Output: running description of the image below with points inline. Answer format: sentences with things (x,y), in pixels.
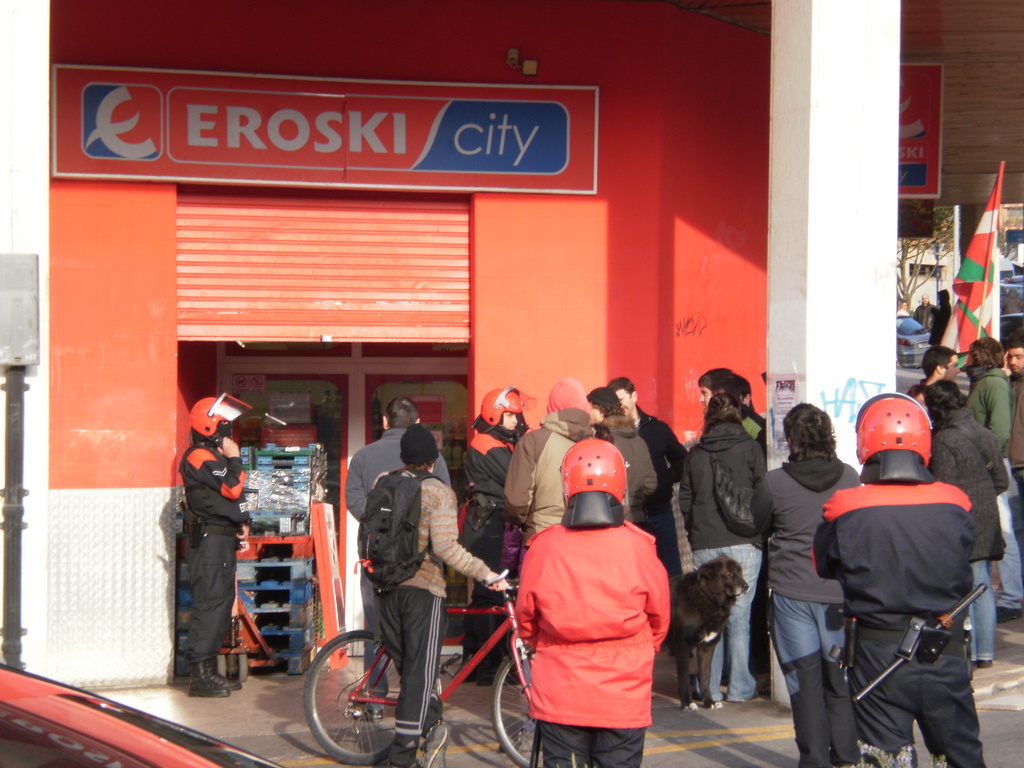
In this image there are a few people (623,504) wearing helmets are standing in front of a shop (345,487).
